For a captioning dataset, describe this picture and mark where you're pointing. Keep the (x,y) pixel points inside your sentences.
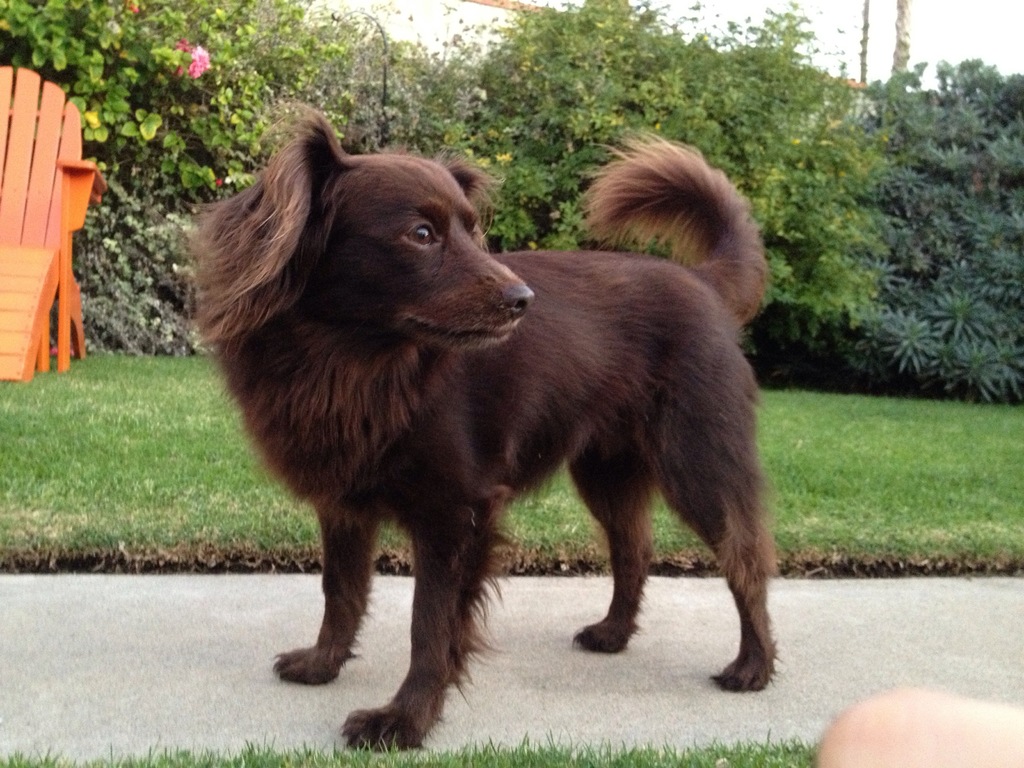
In the given image i can see a dog (433,341) and in the background (452,92) i can see a wooden object (0,196), flowers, plants (126,158) and grass (114,514).
